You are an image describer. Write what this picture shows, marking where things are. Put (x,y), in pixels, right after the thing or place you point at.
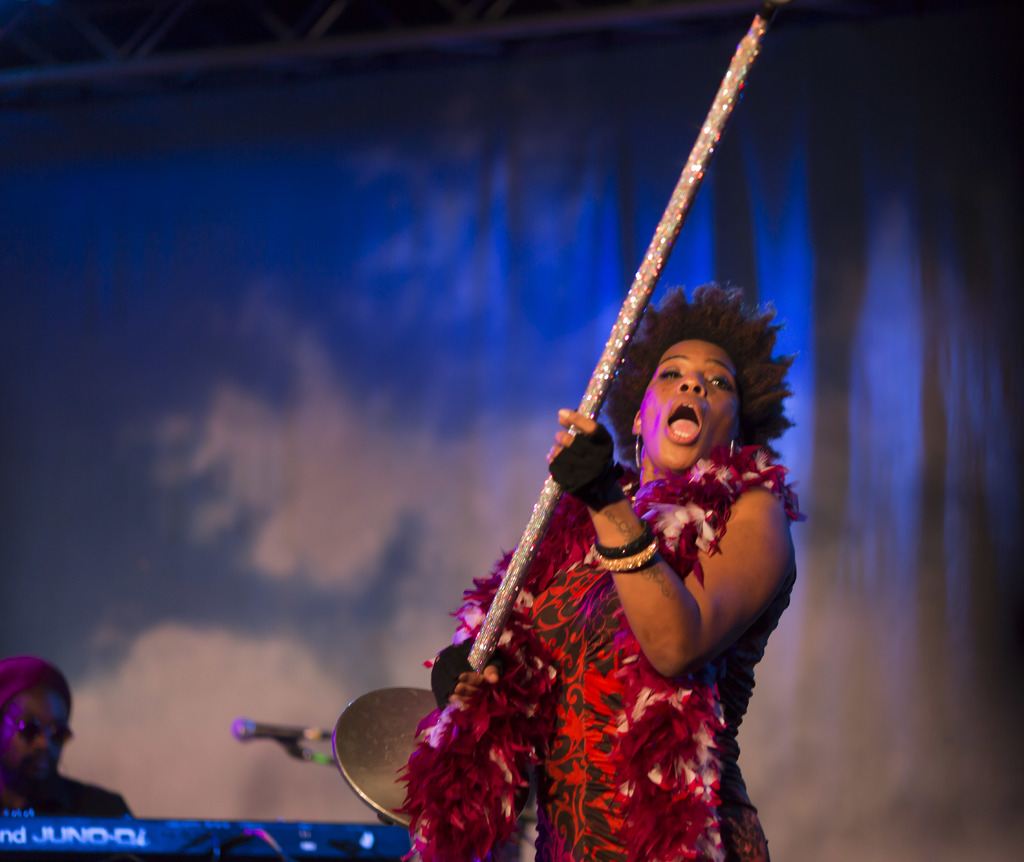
In this image there is a person (58,776) and there are musical instruments (35,828) on the left corner (48,831). There is a person (494,829) with costume (503,726) and she is holding an object (524,563) in the foreground (630,579). And it looks like a curtain (544,224) and there is a metal object (677,5) in the background (368,243).
